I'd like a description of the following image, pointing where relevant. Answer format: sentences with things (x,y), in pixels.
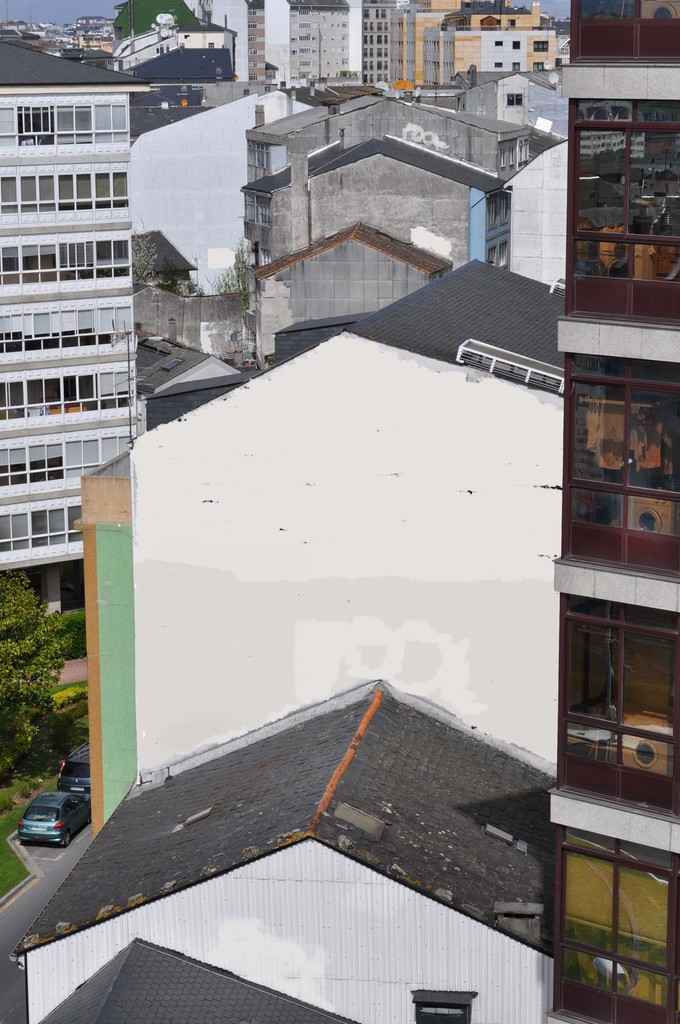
In this image, we can see buildings (358,572), walls (346,680), windows (12,142). Top of the image (77,17), there is a sky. On the left side of the image (52,649), we can see tree (28,714), plants (80,705), pillar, grass (8,863), few vehicles (46,822) and road (47,869).
